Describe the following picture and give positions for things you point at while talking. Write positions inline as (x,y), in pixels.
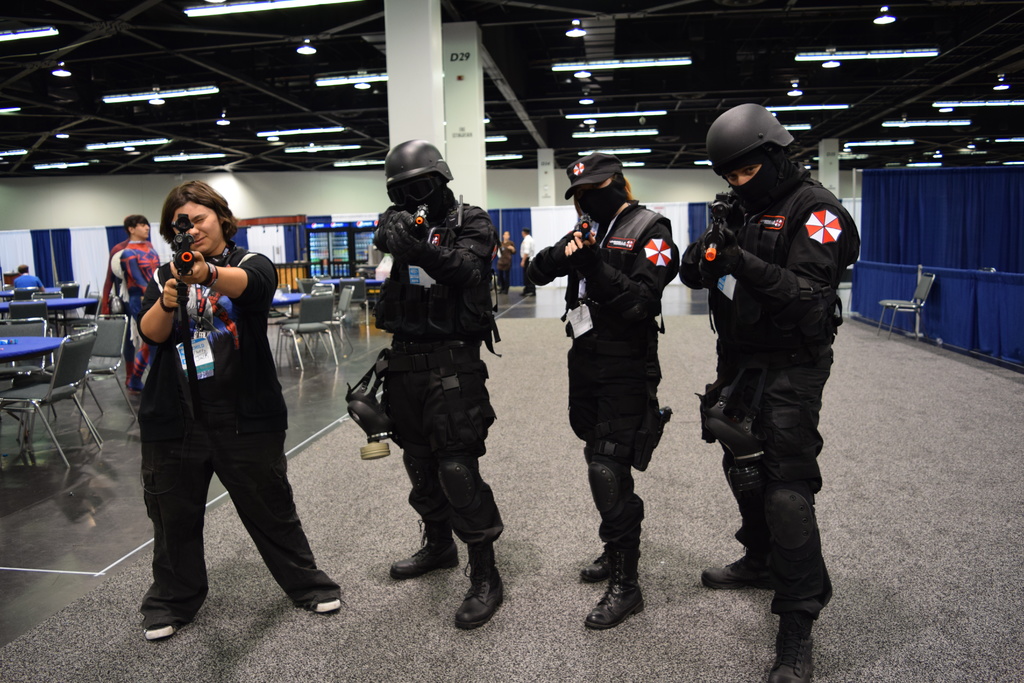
In this picture there are people (235,288) in the center of the image (450,408), by holding guns (584,221) in their hands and there are tables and chairs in the background area of the image (931,280), there are other people (105,285) and curtains (101,247) in the image, there are lamps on the roof (383,111) at the top side of the image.
